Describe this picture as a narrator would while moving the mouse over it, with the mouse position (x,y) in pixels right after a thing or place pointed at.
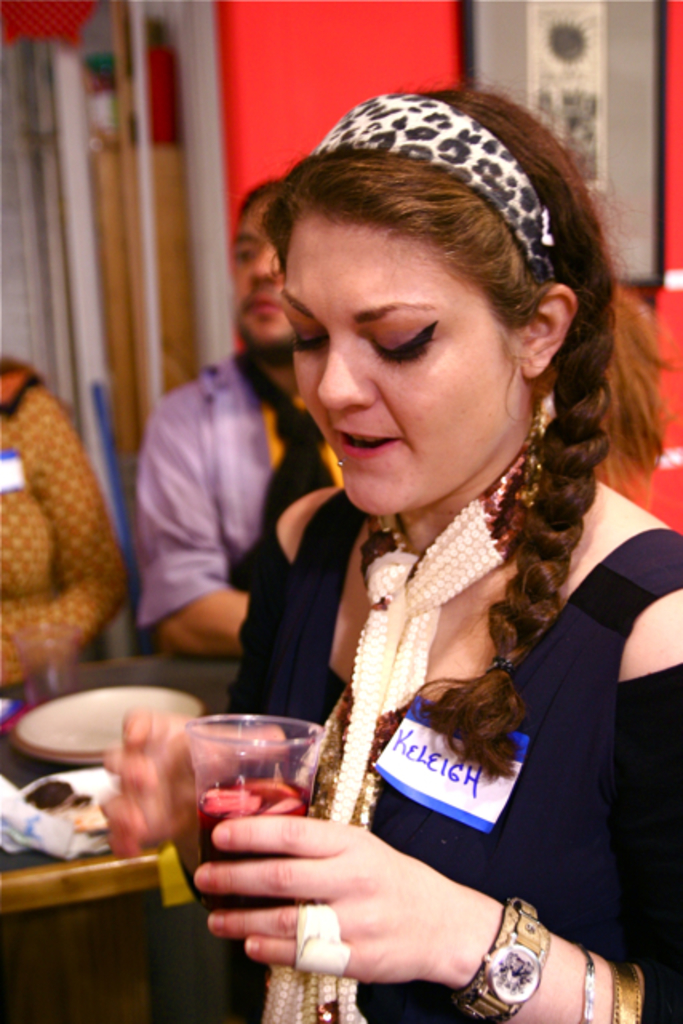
As we can see in the image in the front (254,722) there is a woman (458,778) wearing black color dress (429,837) and holding a glass (231,804). In the background (201,386) there are few people (170,414) sitting and a table (49,996). On table (49,996) there are plates (80,752) and dishes (80,752).
